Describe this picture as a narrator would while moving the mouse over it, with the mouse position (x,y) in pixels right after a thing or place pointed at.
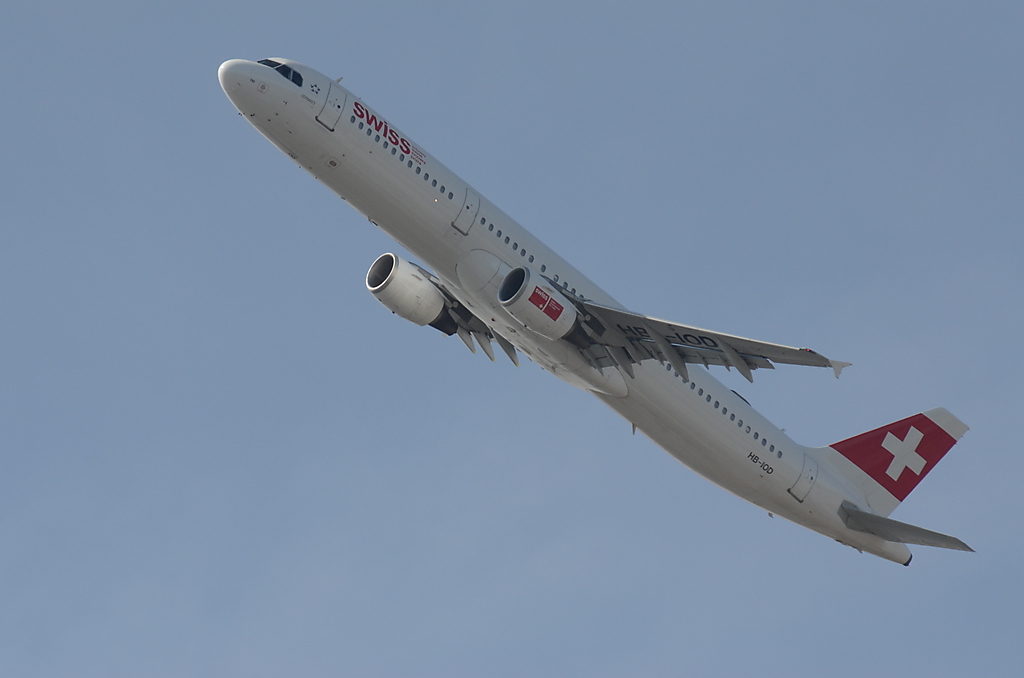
In this image we can see an airplane (492,249) flying in the sky (924,515).
